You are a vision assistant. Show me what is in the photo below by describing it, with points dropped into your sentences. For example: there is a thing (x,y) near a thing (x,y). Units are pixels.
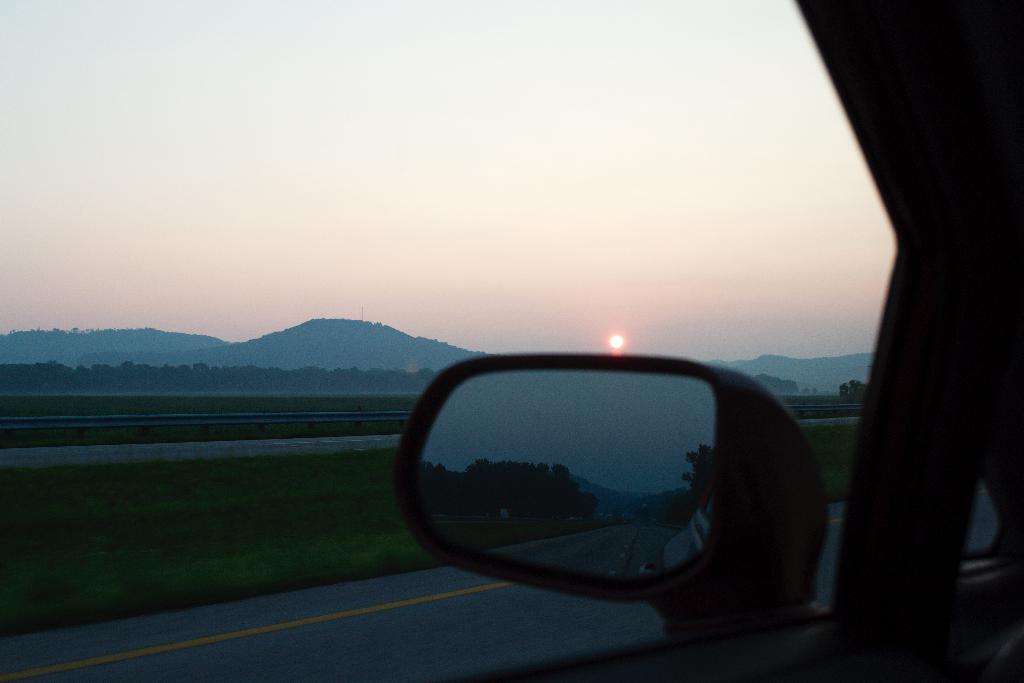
In this image I can see few mountains (282,339), trees (248,376), fencing (90,423), sky (95,268) and the sun (618,346). I can see the vehicle (856,580) and the mirror (624,371).
